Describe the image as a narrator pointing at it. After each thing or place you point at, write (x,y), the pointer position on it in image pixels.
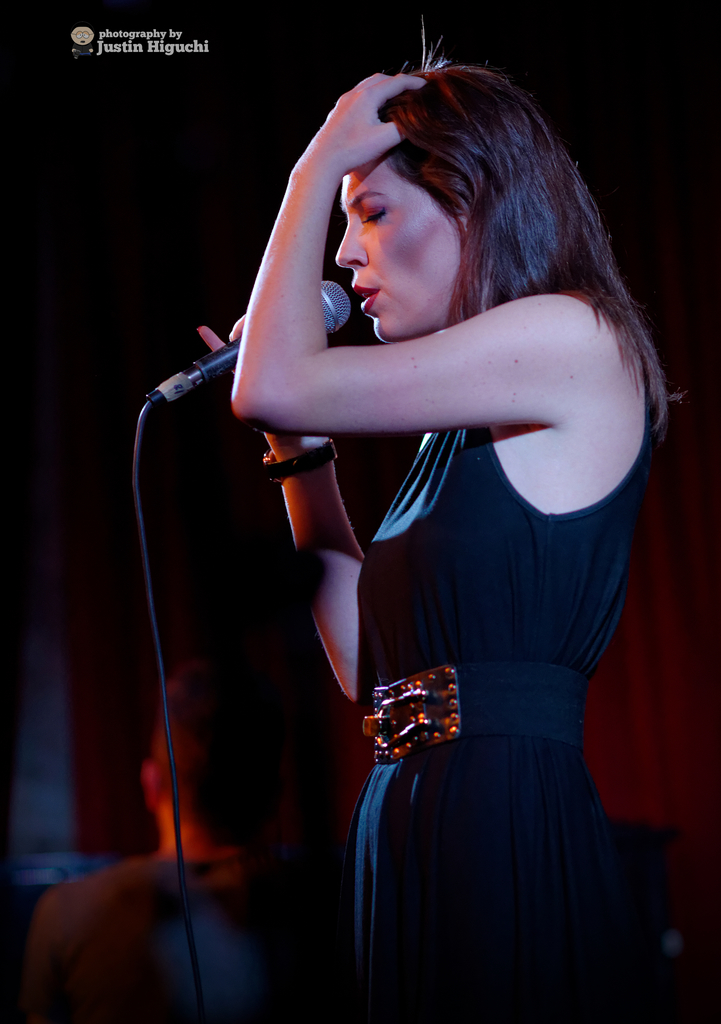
This is a woman (453,671) standing wearing a black dress (527,622). She is singing a song by holding a mike (338,312) in her hand (254,355). At background (270,683) I can see another person (228,896).
